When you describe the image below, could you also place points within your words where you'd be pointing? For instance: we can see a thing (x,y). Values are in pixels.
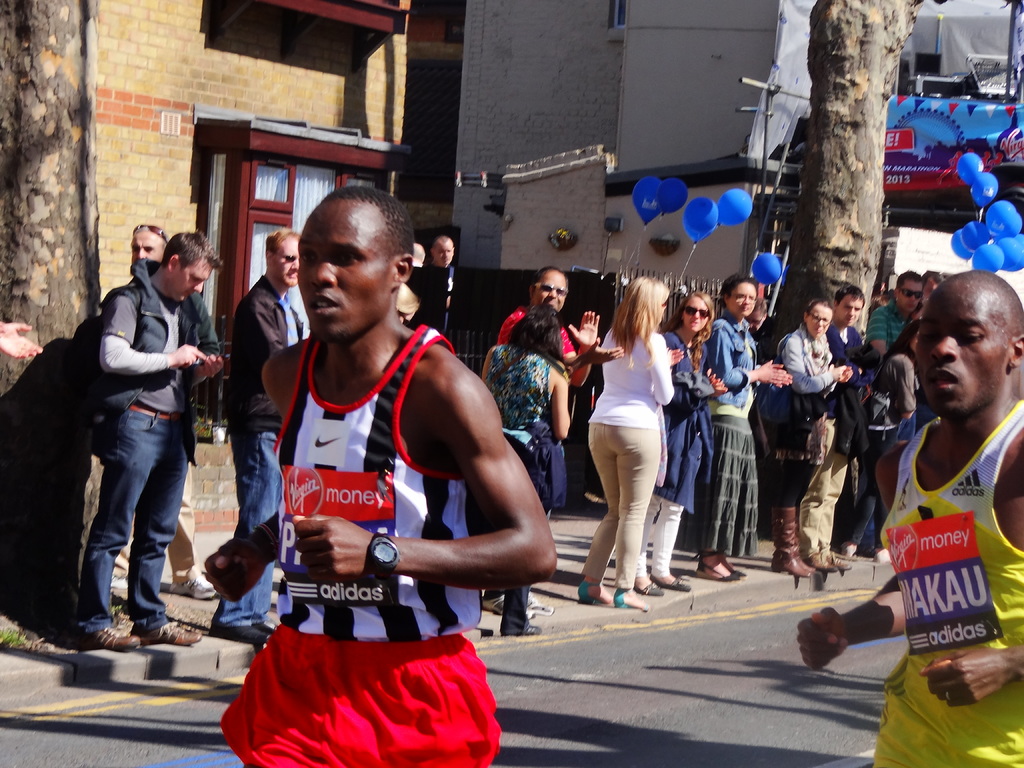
In this image in the foreground (963,419) there are two persons (981,556) running on road (45,711) and in the middle (633,317) there are few peoples (150,271) standing on footpath (575,508), on the left side (82,309) there are trunk of tree (83,98), in the middle (676,261) there are buildings (589,131), on the right side (874,174) there is another trunk of tree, tent (956,137) and balloons (973,195), there are some balloons (705,210) visible in the middle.
